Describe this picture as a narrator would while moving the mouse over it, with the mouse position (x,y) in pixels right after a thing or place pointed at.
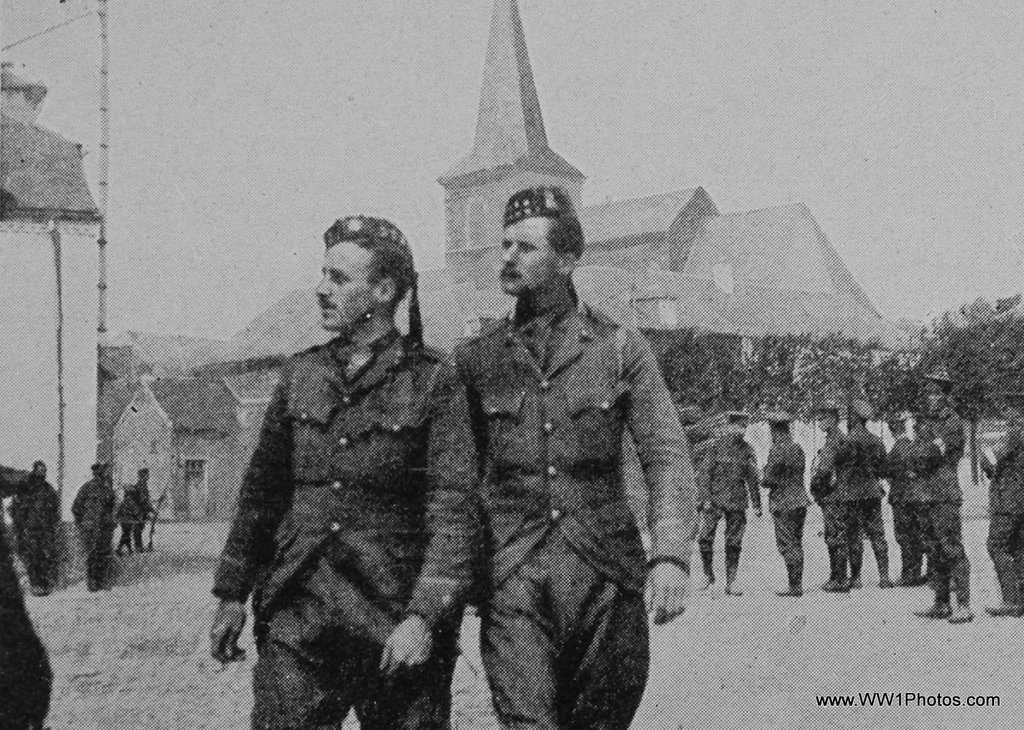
Here this is a black and white image in which, in the front (455,356) we can see two men (435,395) standing with uniform (414,425) and cap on them and behind them also we can see other number of people (16,513) standing with uniforms (790,491) and caps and some of them are holding guns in their hands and we can also see other buildings (310,335) also present and we can see plants (759,419) and trees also present.
